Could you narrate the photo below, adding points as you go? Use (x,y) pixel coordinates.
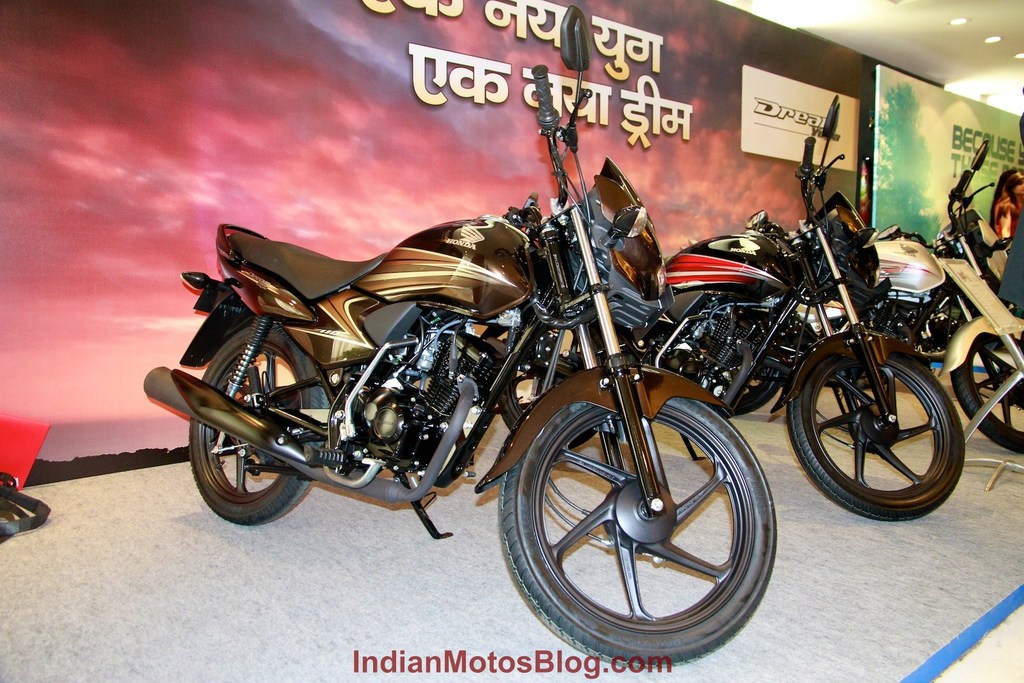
As we can see in the image there are black color motorcycles (409,383) and banners (680,161). On banners (680,161) there is some matter (969,149) written. At the top (949,19) there are lights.
